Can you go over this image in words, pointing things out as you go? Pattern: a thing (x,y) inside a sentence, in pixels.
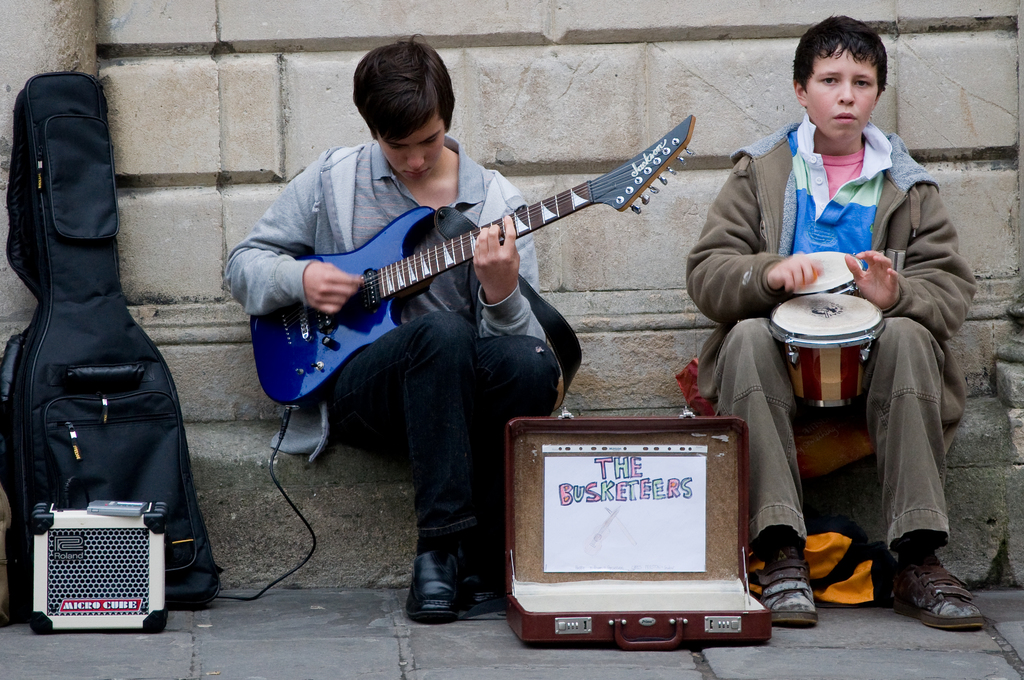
In this image, There are some people (411,316) sitting and they are holding some music instruments (629,206), In the middle (516,434) there is a bag (558,618) in brown color, In the left side (32,598) there is a bag (57,232) in black color and there is a white color object (120,575), In the background (190,75) there is a white color brick wall (428,34).
